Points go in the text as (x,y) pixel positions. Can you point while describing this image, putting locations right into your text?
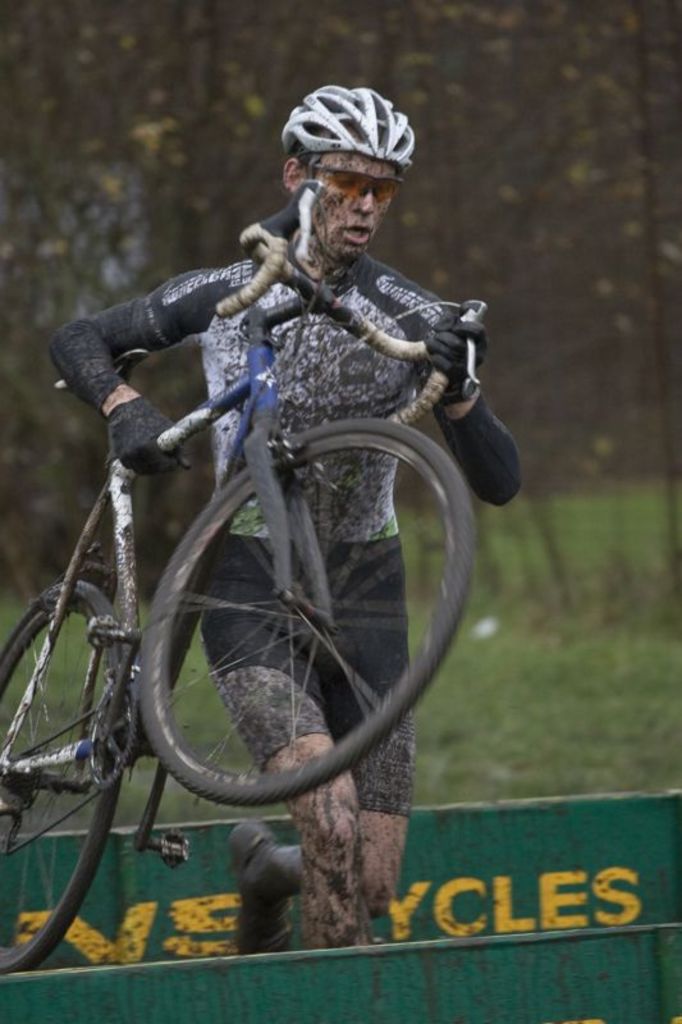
In this picture, we can see a person (295,408) holding a bicycle (287,530), and we can see some object (485,898) with some text (420,898), and we can see the blurred background (632,182).
